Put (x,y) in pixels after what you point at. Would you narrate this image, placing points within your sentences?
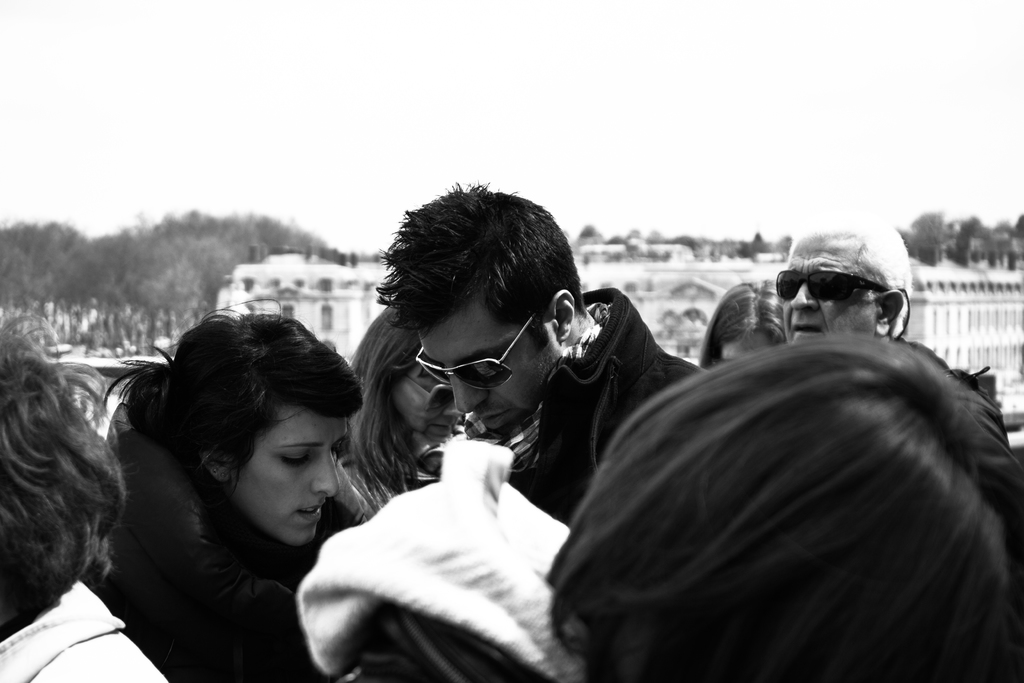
In the foreground of this black and white image, there are people (508,455). In the background (689,257), there are buildings (676,286), trees (222,264) and the sky (326,86).
